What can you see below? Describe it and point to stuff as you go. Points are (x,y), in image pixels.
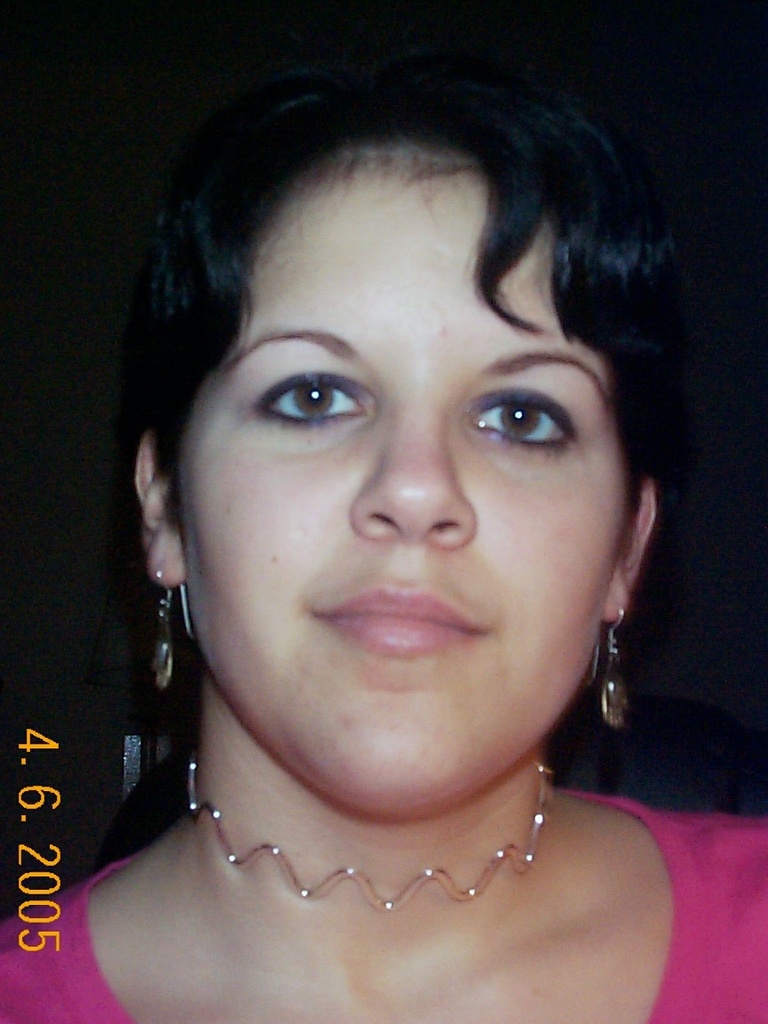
In this picture we can see a woman's face (378,252) in the front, at the left bottom (52,891) there is a date (50,902), month (48,797) and year (56,872), we can see a dark background (105,82).
